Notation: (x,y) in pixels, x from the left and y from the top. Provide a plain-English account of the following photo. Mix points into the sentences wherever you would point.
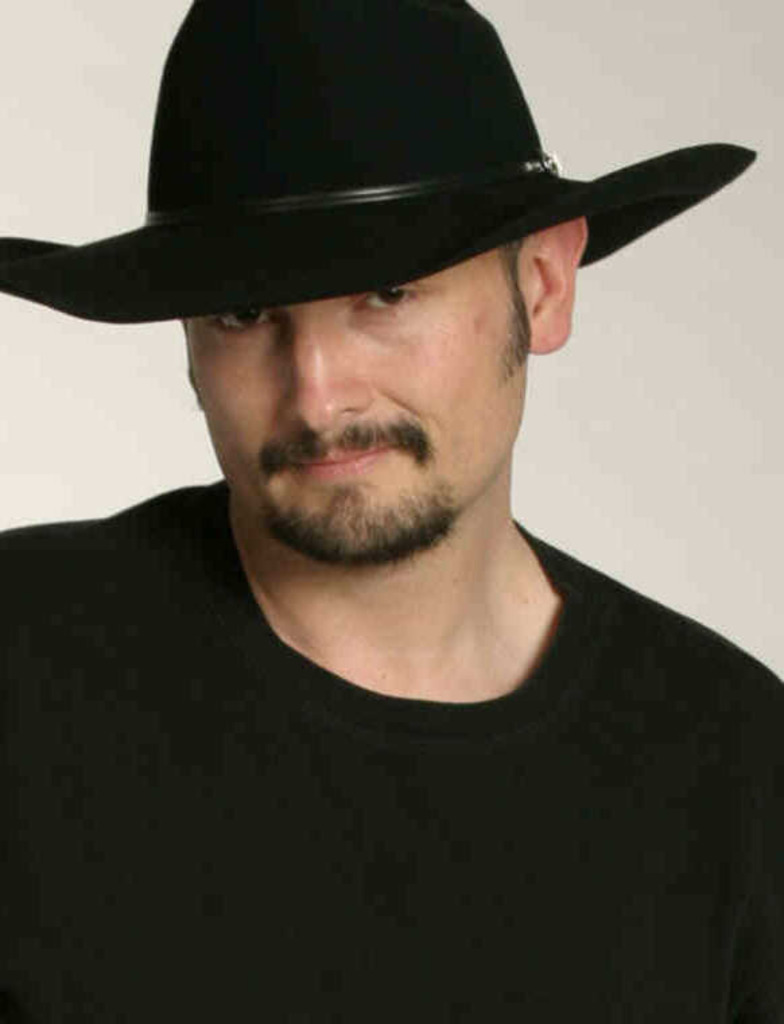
In this image the background (654,528) is gray in color. In the middle of the image (320,524) there is a man (281,659) and he has worn a T-shirt (332,764) and a hat (381,150).
